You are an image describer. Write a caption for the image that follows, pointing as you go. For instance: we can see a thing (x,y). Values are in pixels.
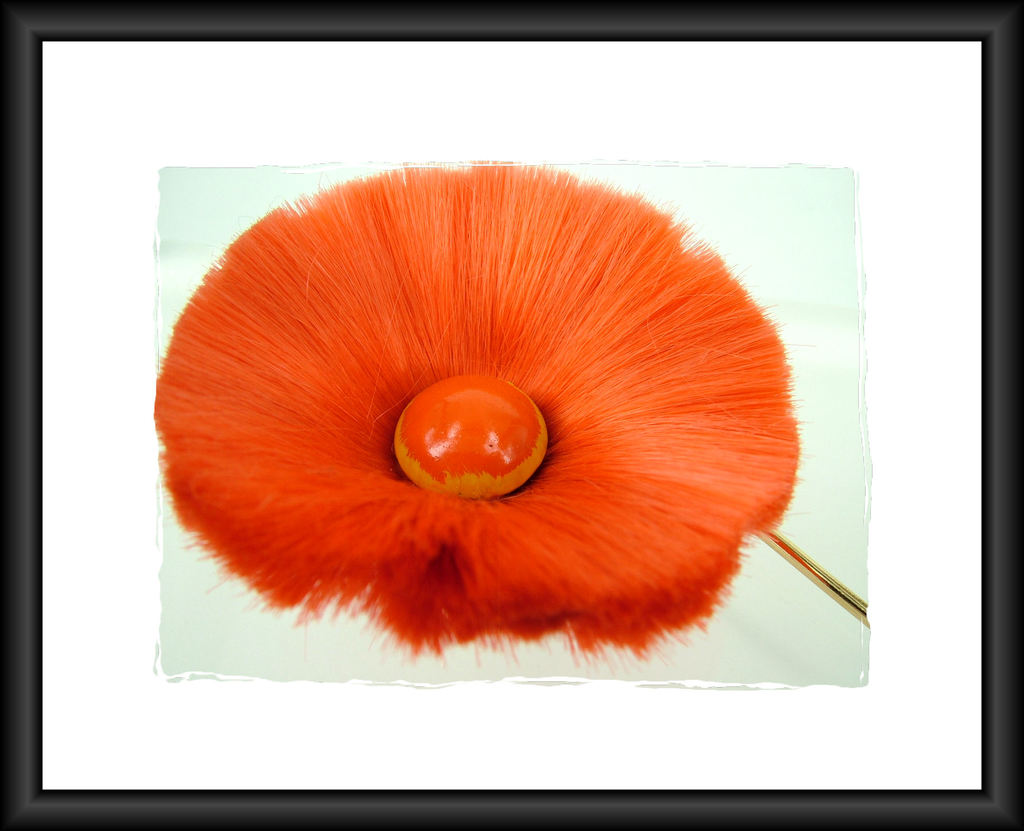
In this image I can see there is a frame (7,147) and there is an orange flower (586,474).
